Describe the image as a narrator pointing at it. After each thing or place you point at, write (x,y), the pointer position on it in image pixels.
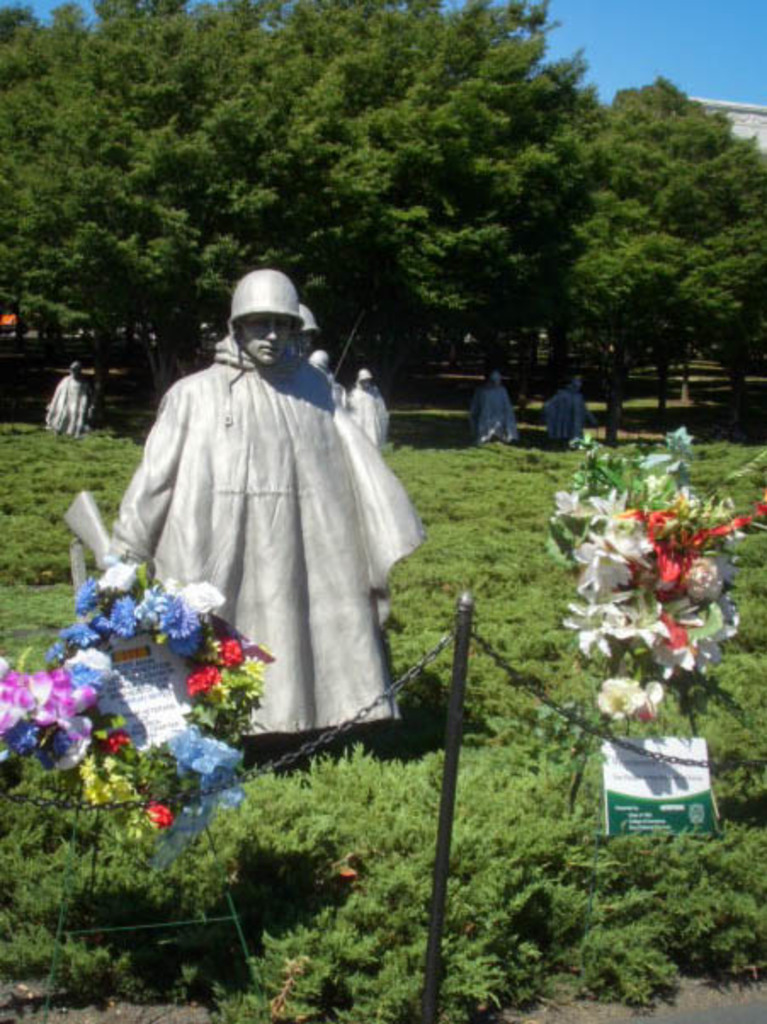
In this image there are a few depictions (370,387) of few people (315,507) on the surface (101,496) of the grass (37,494) and there are a few plants (418,576), in front of them there are few bouquets (16,688), rods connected with chains (8,798). In the background (564,270) there are trees (468,147) and sky (703,71).
